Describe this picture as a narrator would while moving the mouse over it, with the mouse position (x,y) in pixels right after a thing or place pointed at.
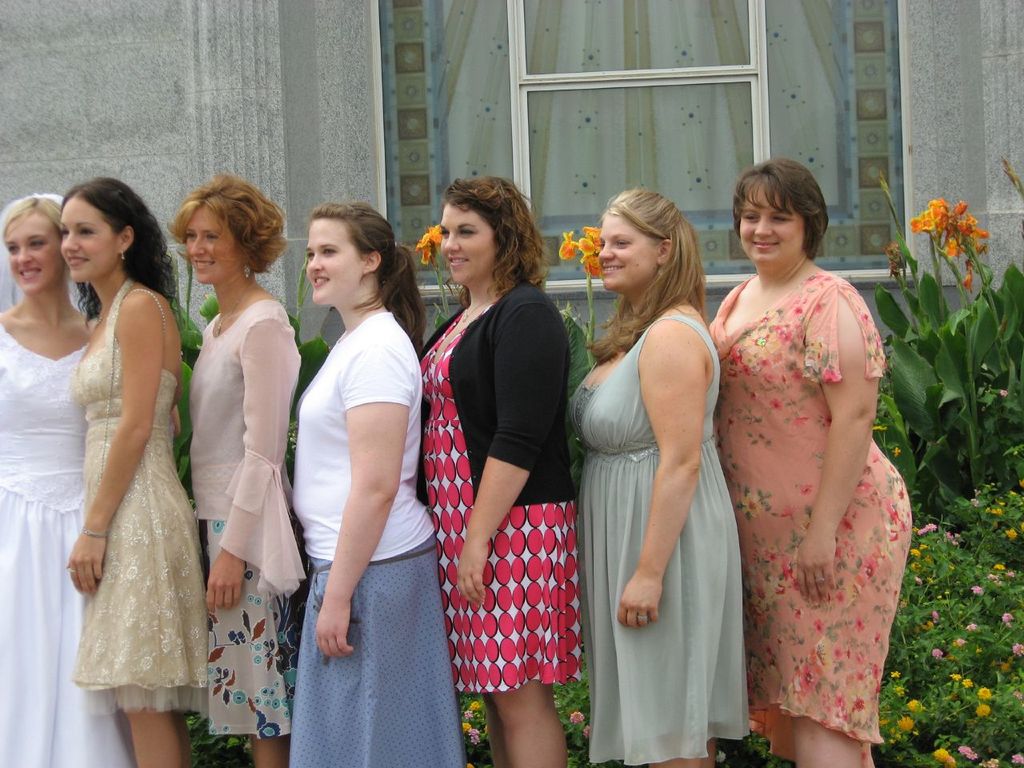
In this picture there are group of people (493,458) standing and smiling. At the back (114,161) there is a building (62,179) and there are plants (966,315) and flowers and there are curtains (802,126) behind the window (598,147).
